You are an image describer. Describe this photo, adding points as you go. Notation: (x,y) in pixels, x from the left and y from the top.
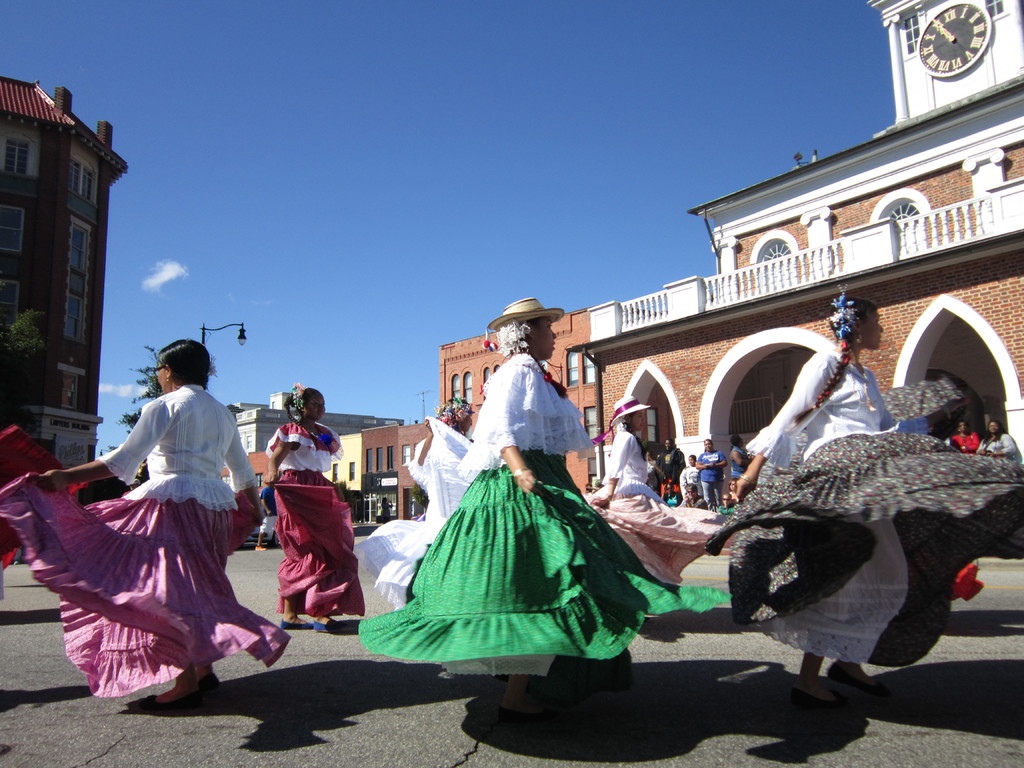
In this image we can see a few women (290,627) dancing on the road (563,719), behind them there is a group of people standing and in the background (947,190) there are buildings (932,190), street light (239,338), trees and there is a clock (947,59) on a building (760,231) which is on the right side of the image (688,407).
